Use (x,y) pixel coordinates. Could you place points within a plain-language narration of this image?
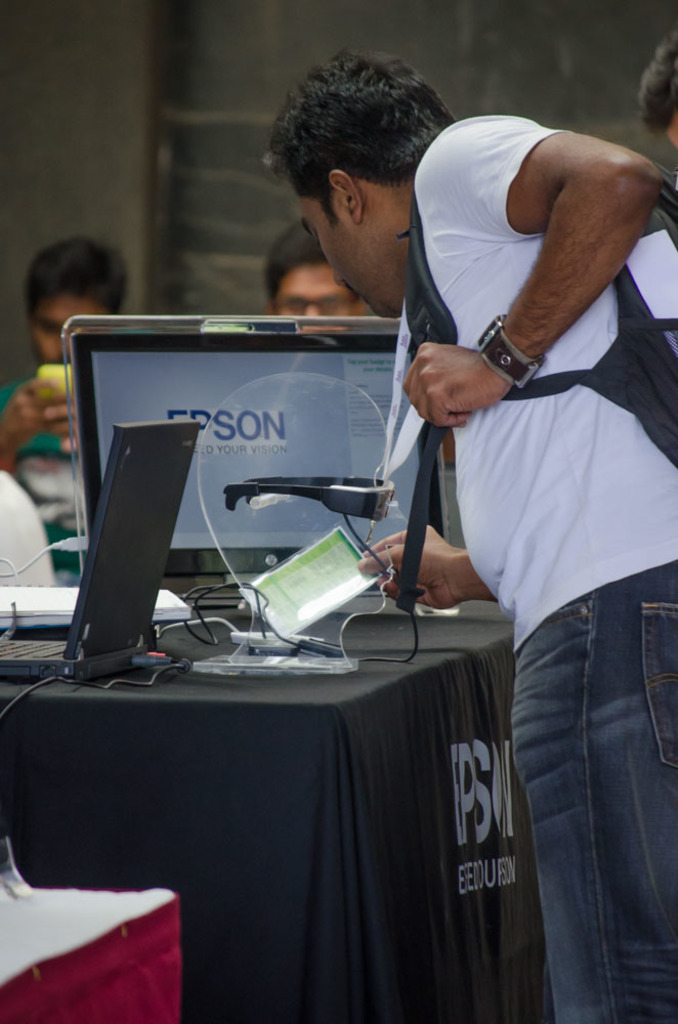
In this picture we can see a man (627,574) standing and holding a paper (348,577), in the background (43,281) we can see two people (43,272), on left side (108,289) man (99,297) is holding a mobile phone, here we can see a table (290,694) and it consists of monitor (263,419) and also we can see a cloth (416,833) here.
